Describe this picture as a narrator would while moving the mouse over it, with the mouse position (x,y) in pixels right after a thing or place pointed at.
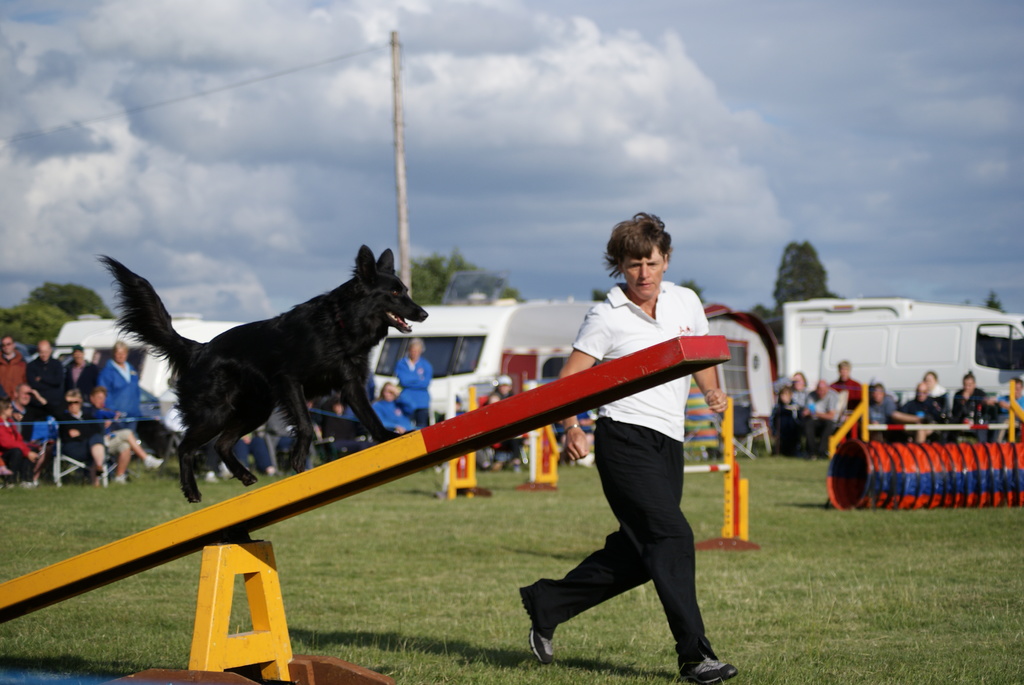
In the image we can see there is a black colour dog (320,369) standing on the see-saw (584,379) and there is a person (651,390) standing on the ground (705,590). There is grass (790,629) on the ground (799,478) and there is a wooden pole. There are people (874,410) standing and they are watching them. There is a cloudy sky (420,130).
